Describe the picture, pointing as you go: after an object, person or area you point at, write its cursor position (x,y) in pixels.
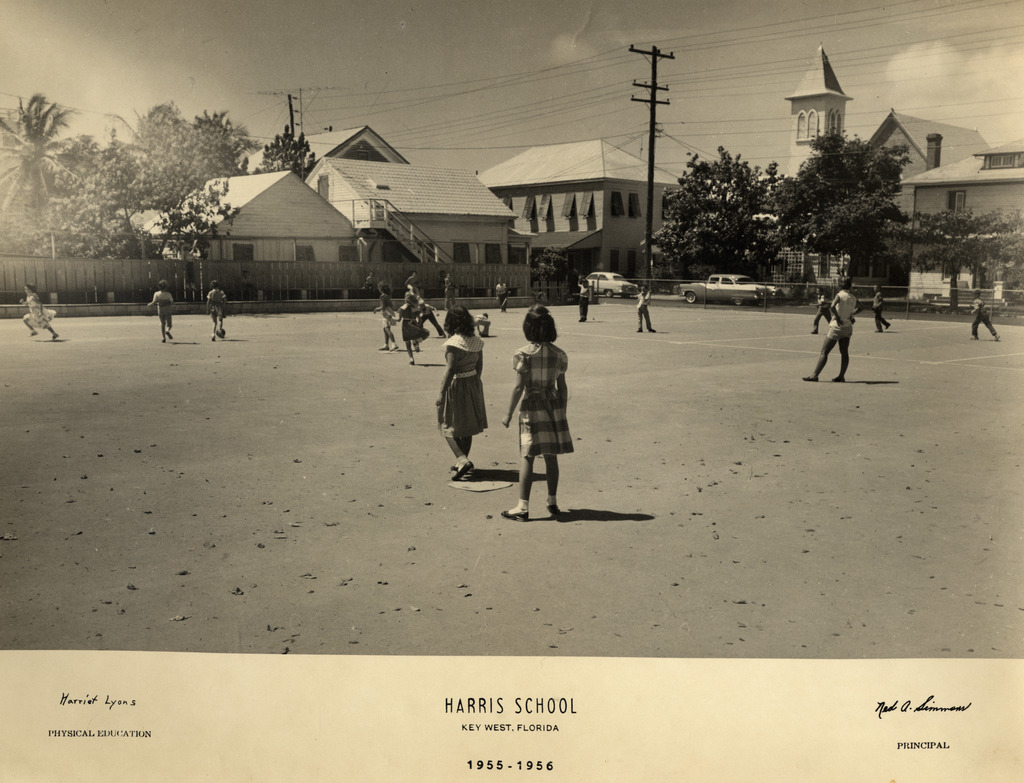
In this image we can see black and white picture of a group of children (53,313) standing on the ground (617,446). In the background (819,104), we can see group of vehicles (624,277) parked on the road (801,304), a group of buildings (555,217) with windows (804,114), roof (402,203), trees (665,235), poles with cables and the cloudy sky (920,52). At the bottom (580,712) we can see some text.
